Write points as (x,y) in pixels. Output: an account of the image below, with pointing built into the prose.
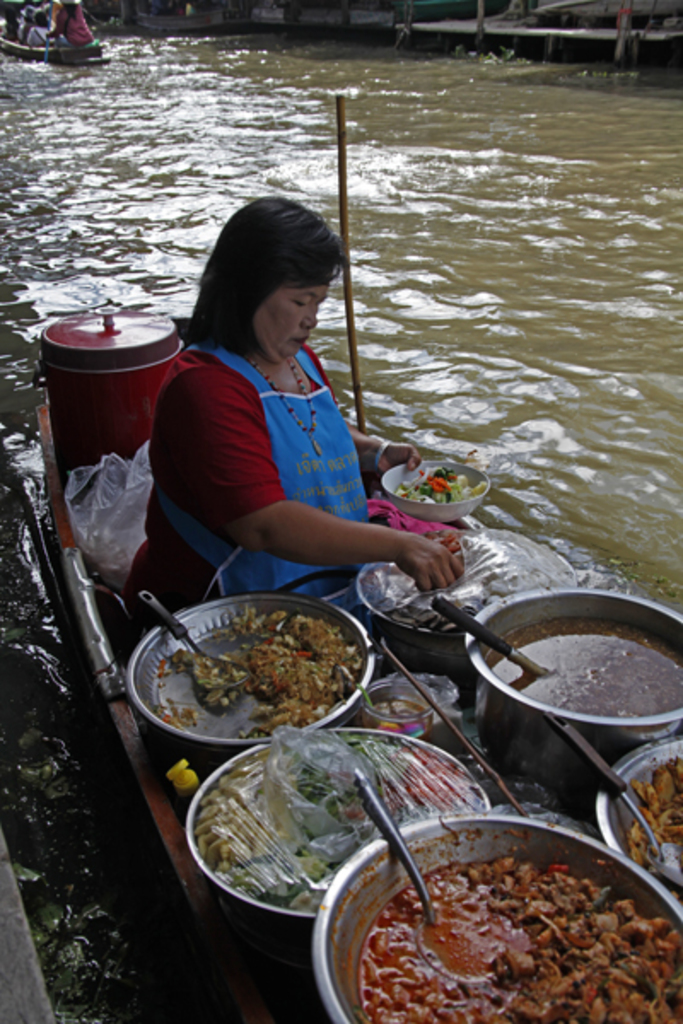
As we can see in the image there is water (188,184), boat (83,52), few people (71,35) sitting on boat (129,740). The woman (347,446) sitting over here is holding a bowl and here there are bowls (213,717). In these bowl (221,715) there are food items (679,812).
